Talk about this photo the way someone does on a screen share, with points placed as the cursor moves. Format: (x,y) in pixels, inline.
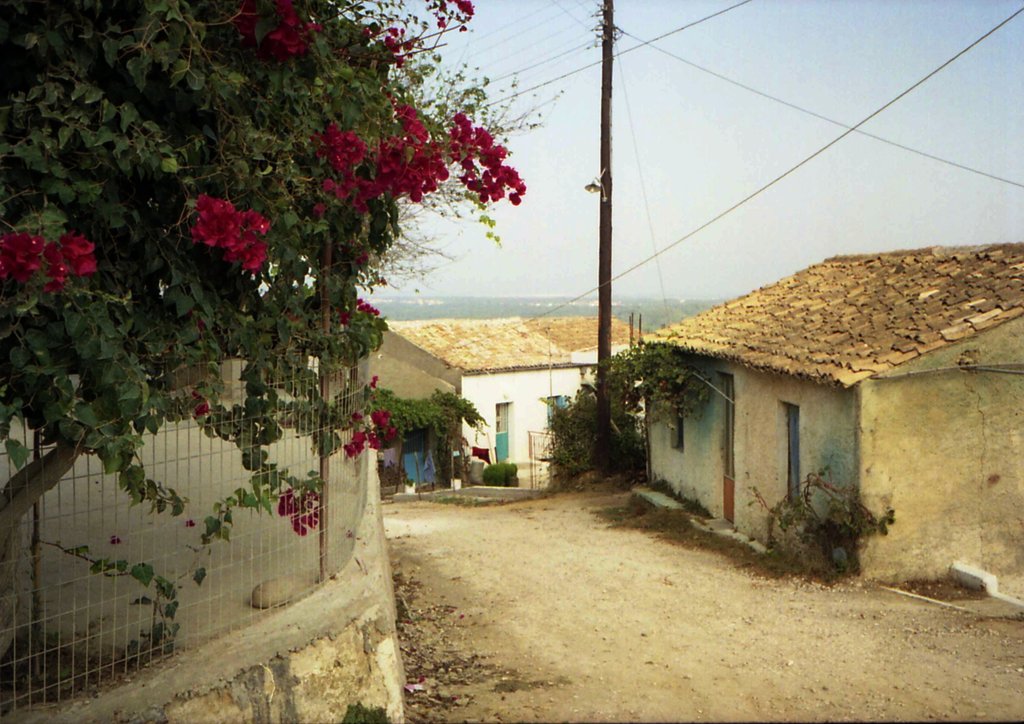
In the image in the center (501,443), we can see buildings (577,327), windows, trees (458,449), clothes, plants (458,449), wires (659,269), one pole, fence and flowers (195,229), which are in red color. In the background (583,183) we can see the sky (532,153) etc.
